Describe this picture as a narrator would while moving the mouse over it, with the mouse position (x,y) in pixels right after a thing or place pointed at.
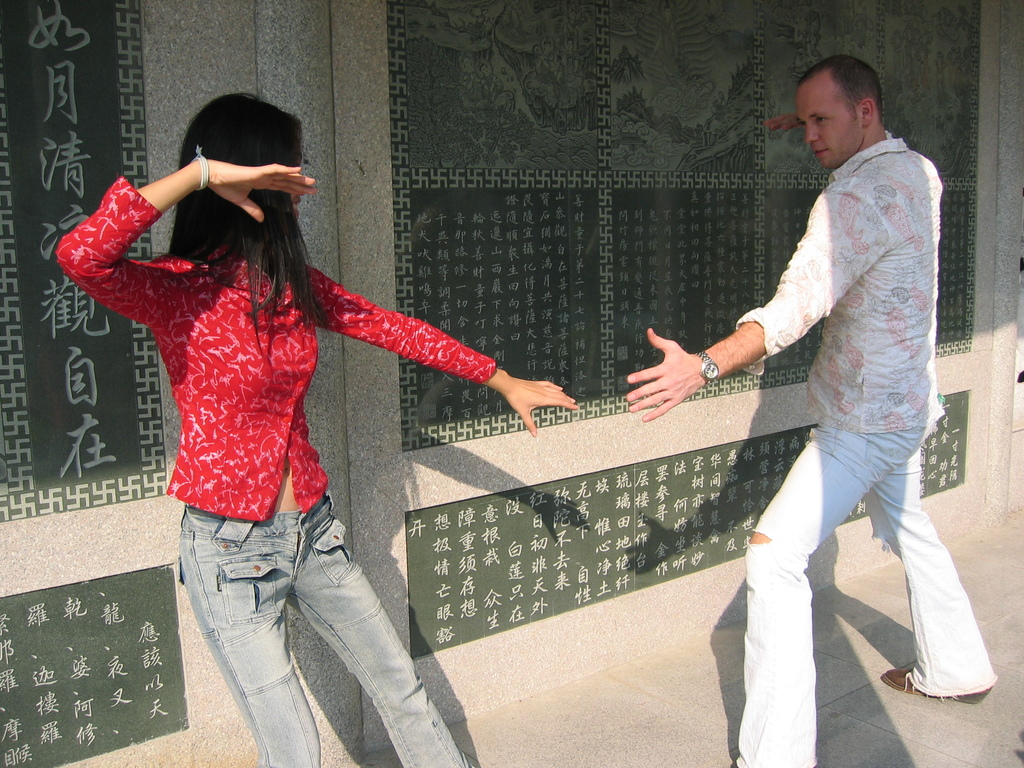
In this image I can see a woman (235,411) wearing red dress (235,408) and jeans (215,607) and a man (924,378) wearing shirt (877,308) and white pant (775,561) are standing on the ground (644,725). In the background (591,466) I can see the wall (474,194) which is green and ash in color.
